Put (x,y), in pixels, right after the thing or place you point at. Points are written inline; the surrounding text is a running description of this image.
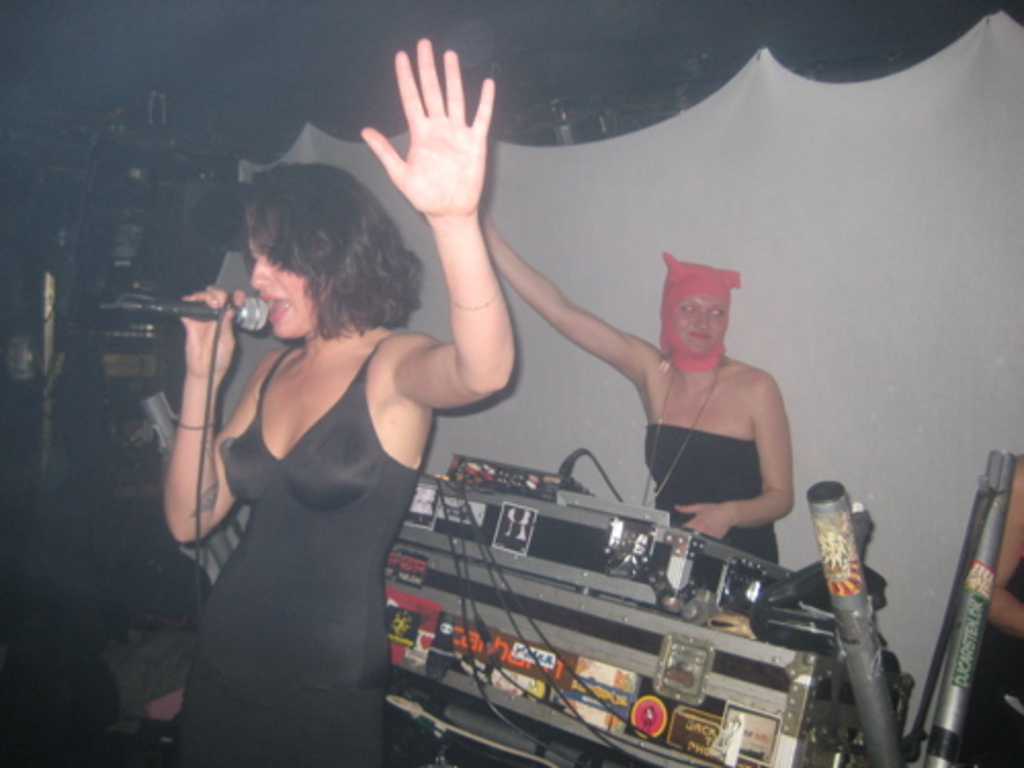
In this image, we can see people (297,294) and one of them is holding a mic (212,309) and the other is wearing a cap (691,288) to the head (681,331). In the background (595,537), there are musical instruments (752,562) and another person (1001,553) and there is a tent (773,177).
